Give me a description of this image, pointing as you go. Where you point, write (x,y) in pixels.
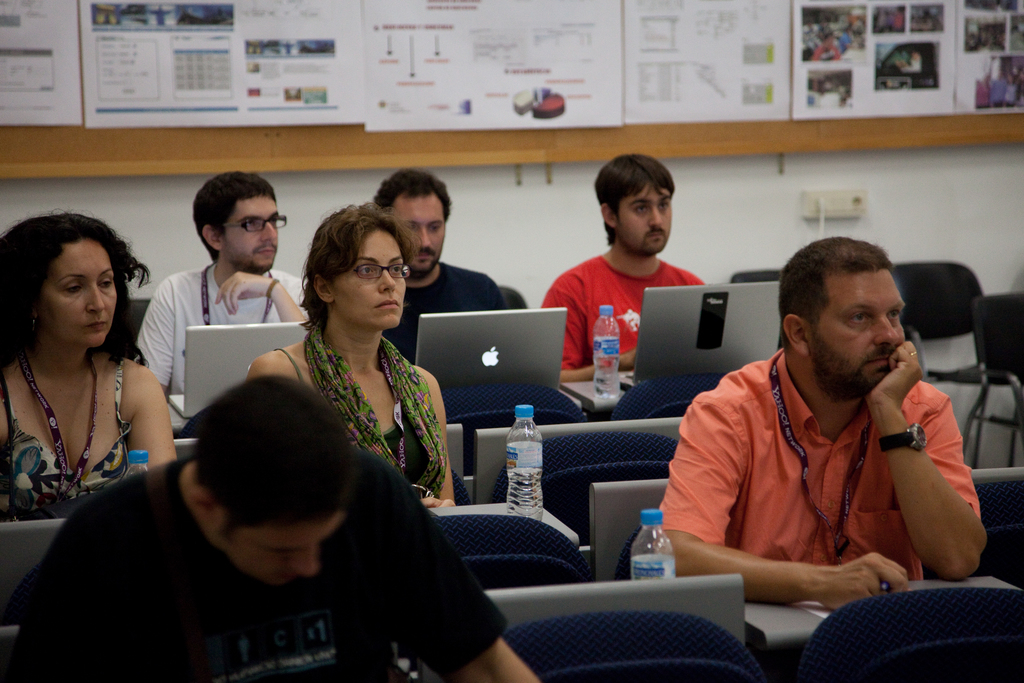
In this image there are people (117,333) sitting and we can see laptops (448,374). There are chairs (817,635) and we can see bottles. In the background (36,136) there is a board (492,141) and we can see papers (371,103) pasted on the board (155,130).
